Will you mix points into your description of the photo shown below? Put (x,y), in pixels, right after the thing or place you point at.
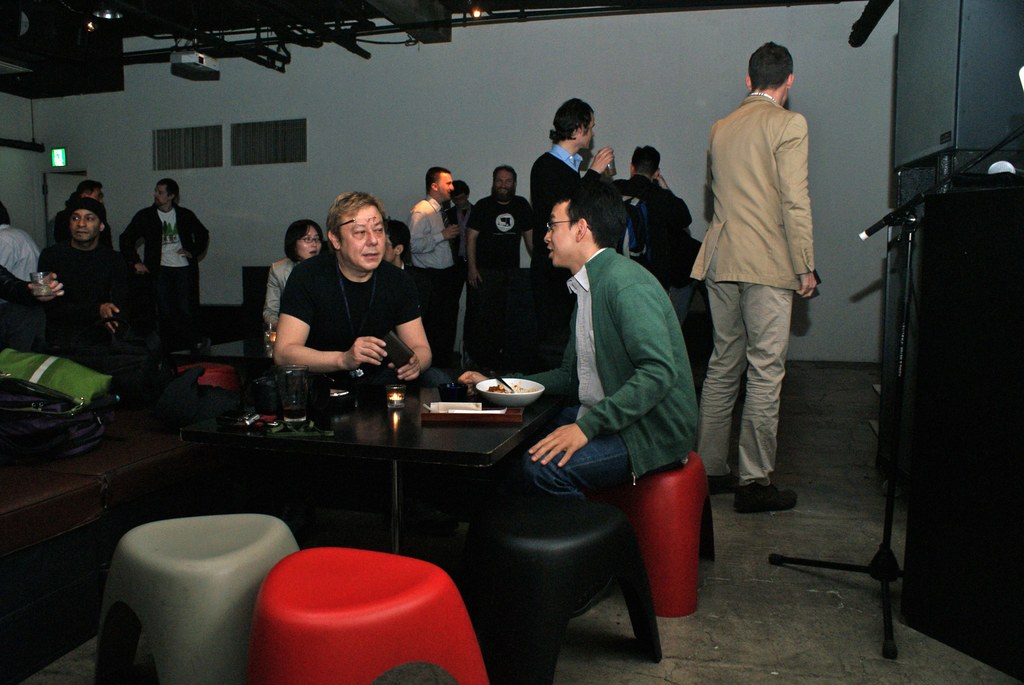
This picture is clicked in a room (333,2). There are group of persons (664,199) in the room (662,184). In the center (645,300) there are two people (588,249) sitting besides a table (513,428). On the table (530,404) there is a bowl (537,387), glass (292,377) and a tray (518,414). To the bottom left (248,607) there are two chairs (271,583). In the background (801,140) there are group of people (529,223) and a wall (666,86).
